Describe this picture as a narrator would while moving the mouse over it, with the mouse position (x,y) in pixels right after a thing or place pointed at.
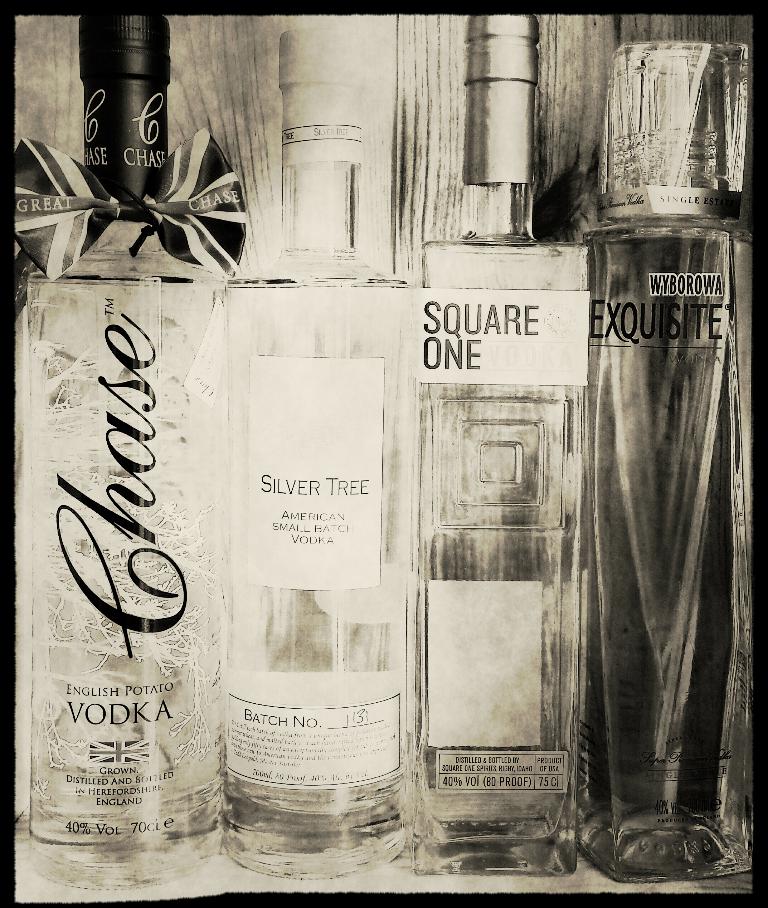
In this picture there are four bottles (140,732), they are English potato vodka (127,701), silver tree (254,488), square one (490,328) and Exquisite (709,346). Among them English potato vodka (137,691) is beautifully designed.
